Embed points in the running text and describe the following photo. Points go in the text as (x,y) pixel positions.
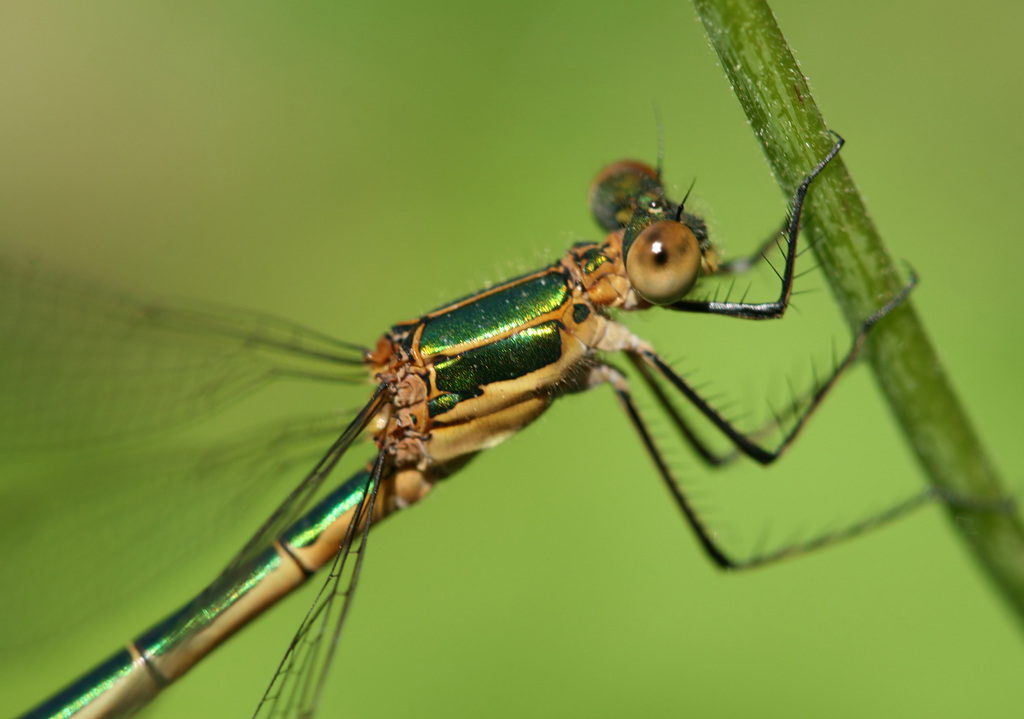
Here we can see an insect (517,353) and branch (778,169). Background (649,80) it is in green color.
